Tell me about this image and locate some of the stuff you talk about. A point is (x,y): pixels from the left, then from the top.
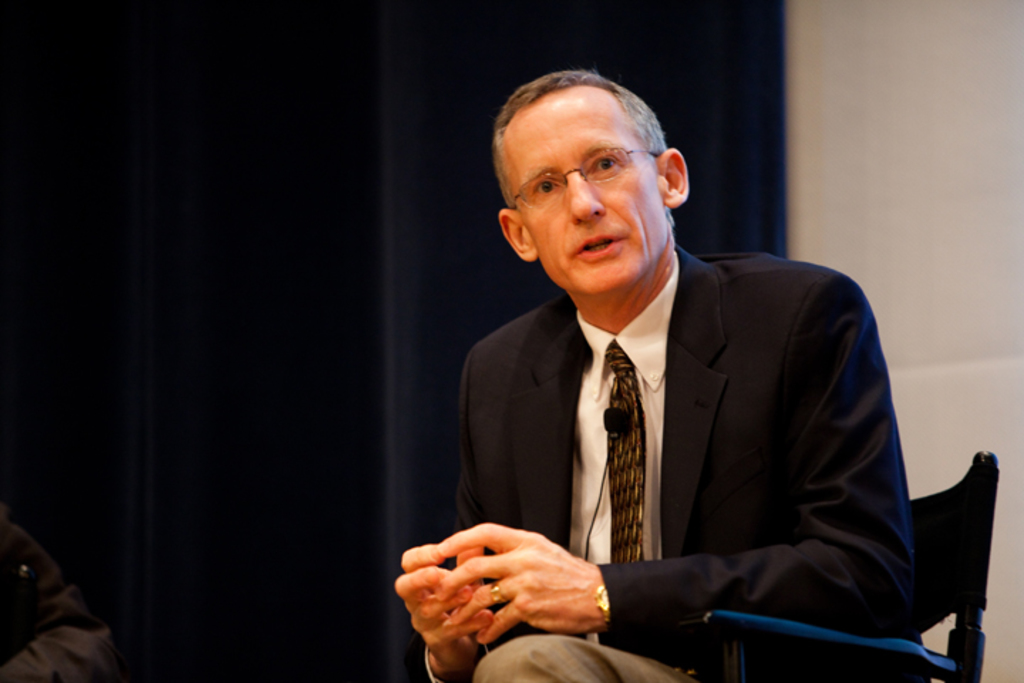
In this image i can see a man (832,569) sitting on a chair (975,586) he is wearing a blue blazer (833,354), white shirt (654,371), brown tie (610,454), cream pants (550,636) at the back ground (135,301) i can see a black curtain (340,283) and a white wall (898,210).
